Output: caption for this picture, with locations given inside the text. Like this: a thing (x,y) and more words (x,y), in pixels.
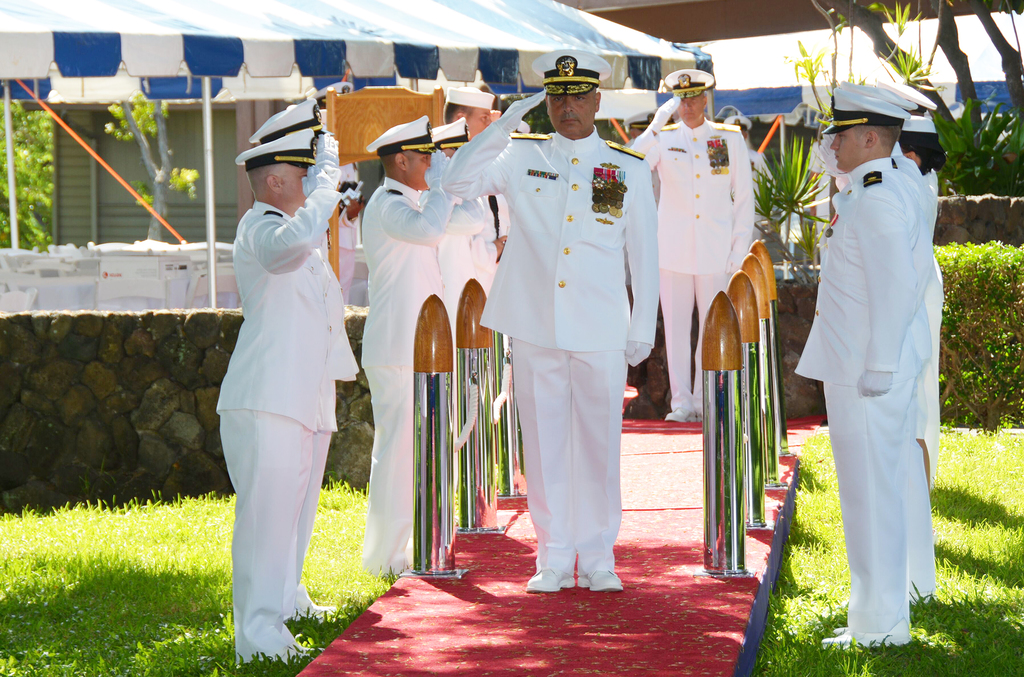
In this image I can see men (504,295) are standing. These men (681,363) are wearing white color uniforms (462,274) and white color hats (563,93). In the background (21,525) I can see the grass (164,523), wall (147,368), tent (329,25), trees (832,69) and the roof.
